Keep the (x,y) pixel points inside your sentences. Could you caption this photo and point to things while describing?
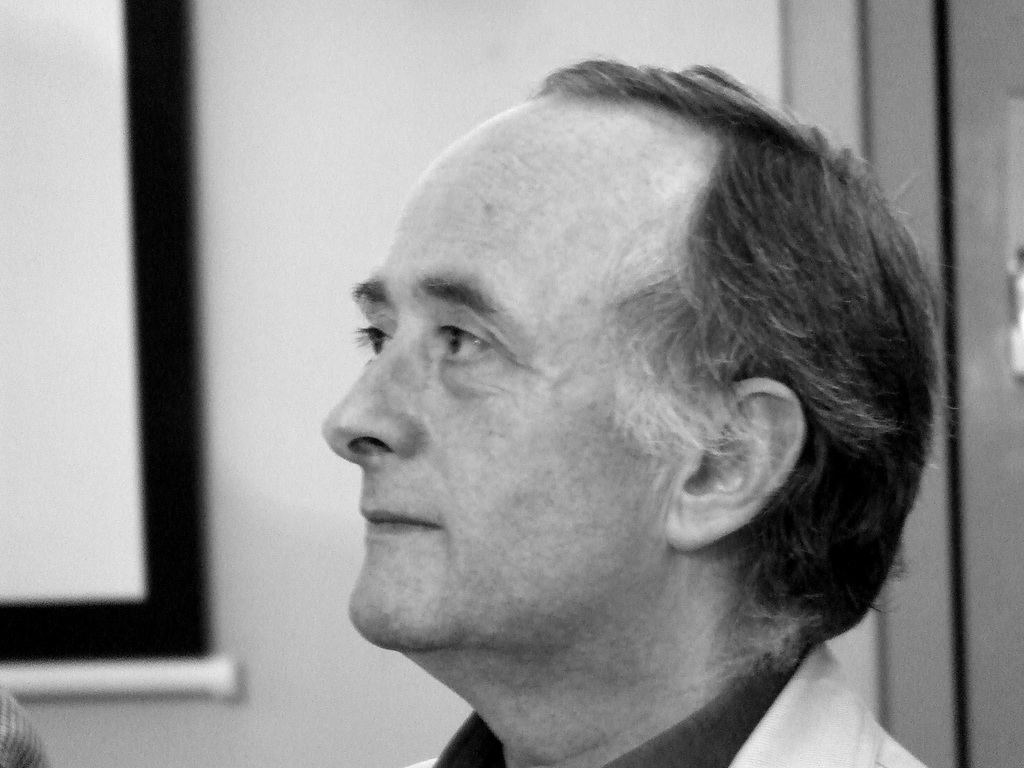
In this picture we can see a person (703,599) and in the background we can see a wall (243,619) and some objects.
